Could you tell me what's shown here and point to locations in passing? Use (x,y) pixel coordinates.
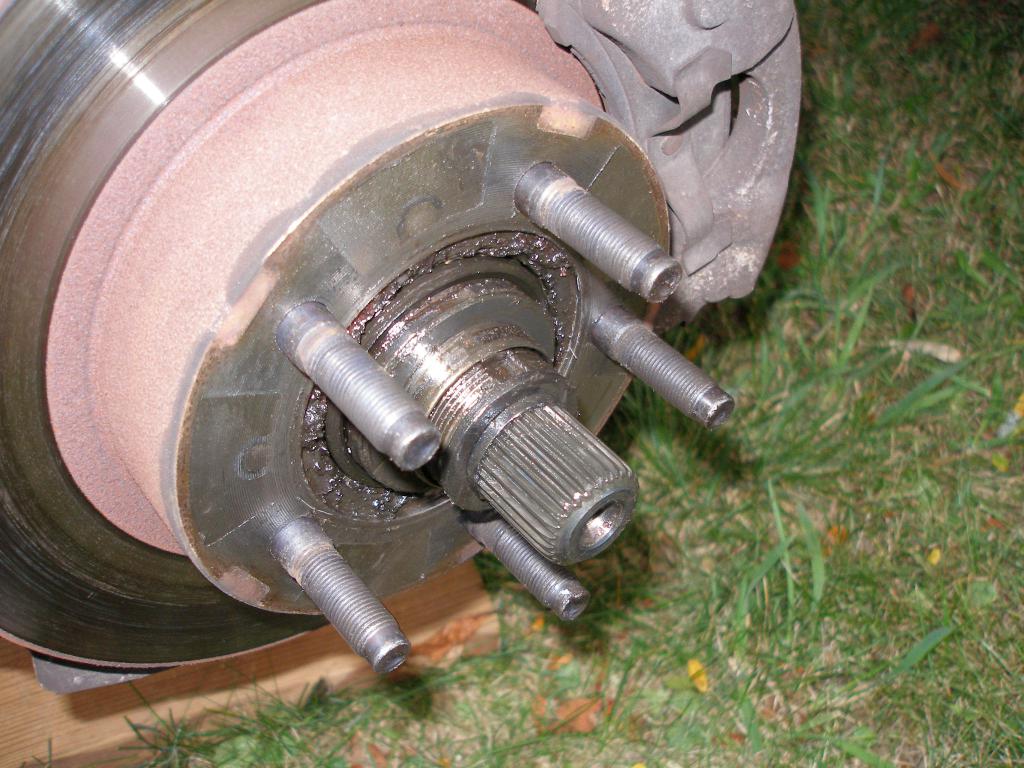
In the picture we can see a wheel axle (543,429) of a car (582,417) with brake plates (77,398) and bolts (382,629) to it and under it we can see a wooden plank (220,686) on the grass surface (718,368).
